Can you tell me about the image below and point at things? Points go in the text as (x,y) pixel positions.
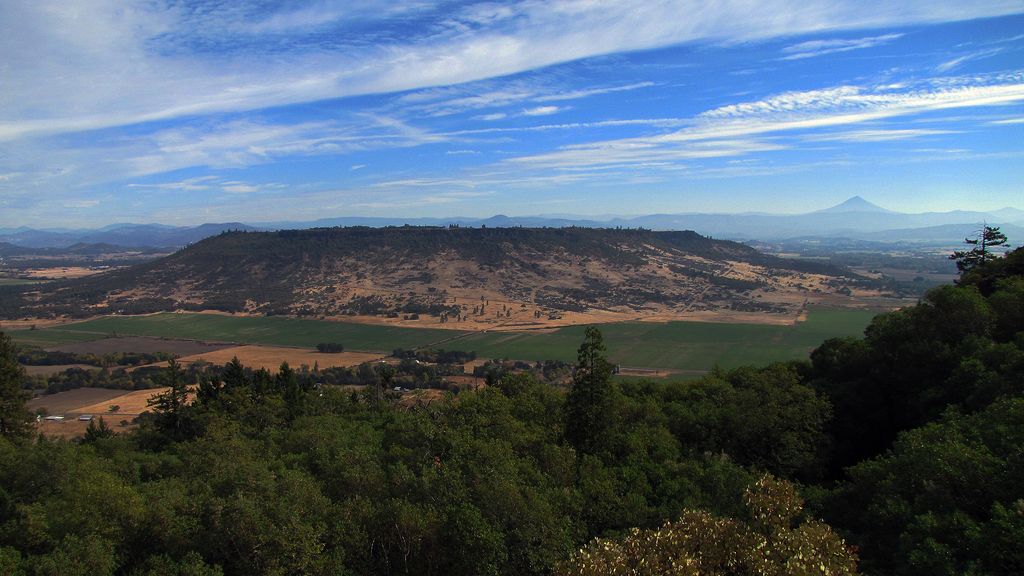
In this picture we can see there are trees (946,420), fields (191,344), hills (635,249) and the sky (801,113).
